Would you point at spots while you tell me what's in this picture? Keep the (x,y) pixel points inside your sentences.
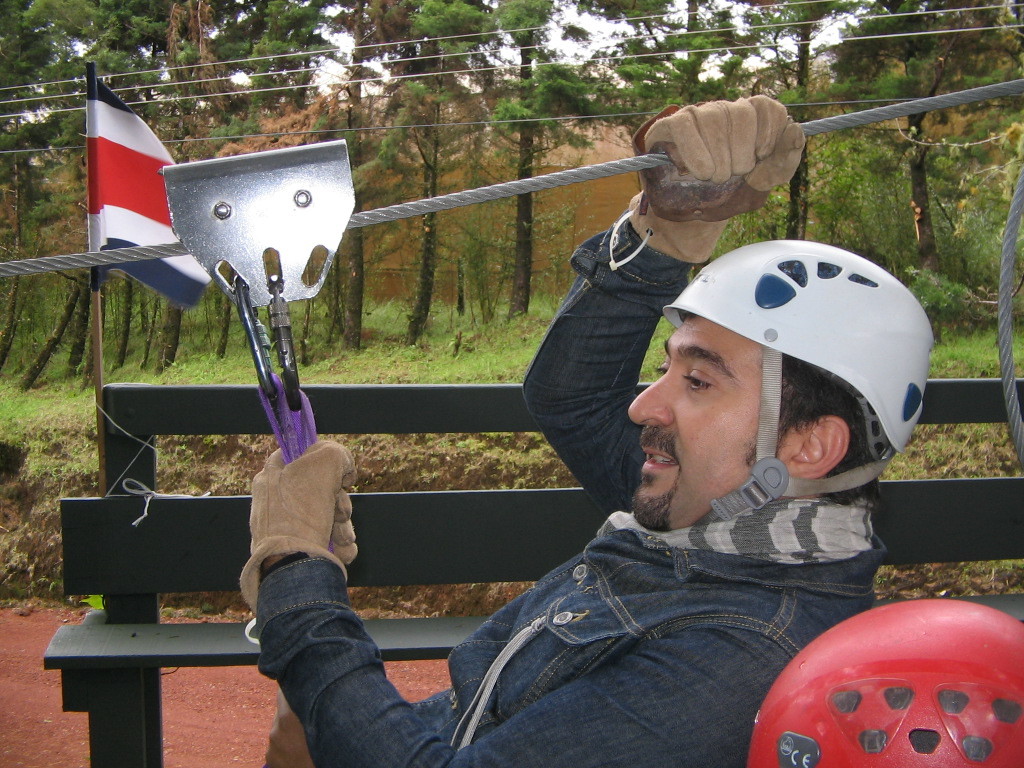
This picture is clicked outside the city. On the right (769,335) there is a person (715,522) wearing blue color dress (745,581) and a white color helmet (824,297) and seems to be hanging from the cable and we can see a wooden bench (100,565) placed on the ground (38,673). At the top (140,175) there is a flag (106,143) and we can see the cables (563,63). In the background (575,27) there is a sky (586,44), green grass (506,326), trees (987,113) and plants (953,287).
